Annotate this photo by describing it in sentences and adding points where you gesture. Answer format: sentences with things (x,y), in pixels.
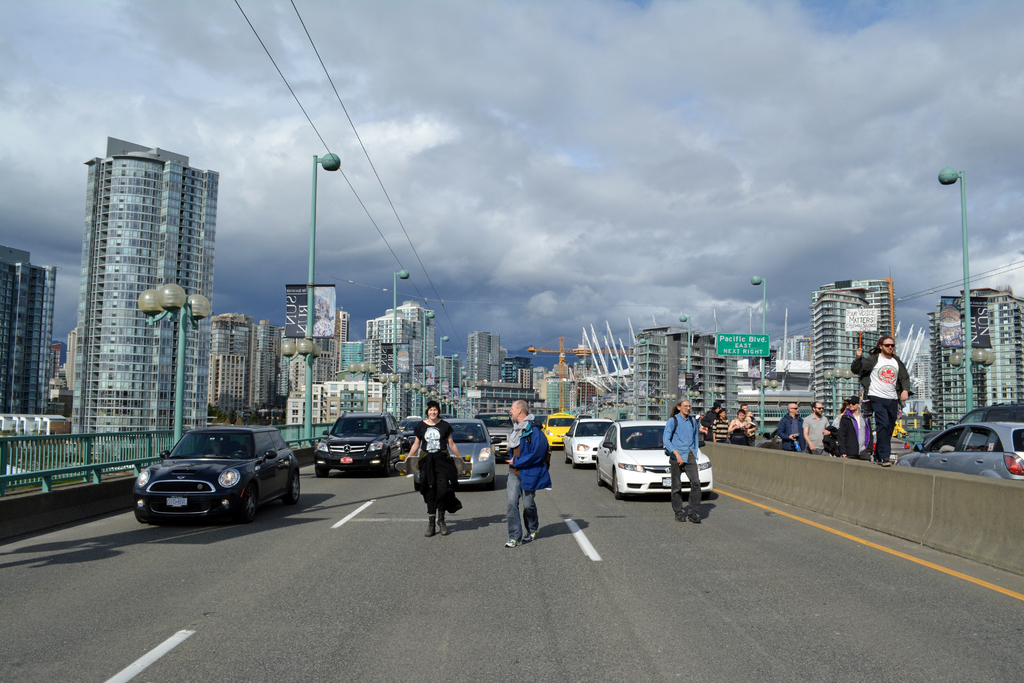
In this image we can see these people (814,448) are walking on the road (714,520) and these vehicles (999,444) are moving on the road (944,675), we can see sign boards (975,343), light poles (967,407), wires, tower buildings (1006,319) and the cloudy sky (656,106) in the background (639,252).
